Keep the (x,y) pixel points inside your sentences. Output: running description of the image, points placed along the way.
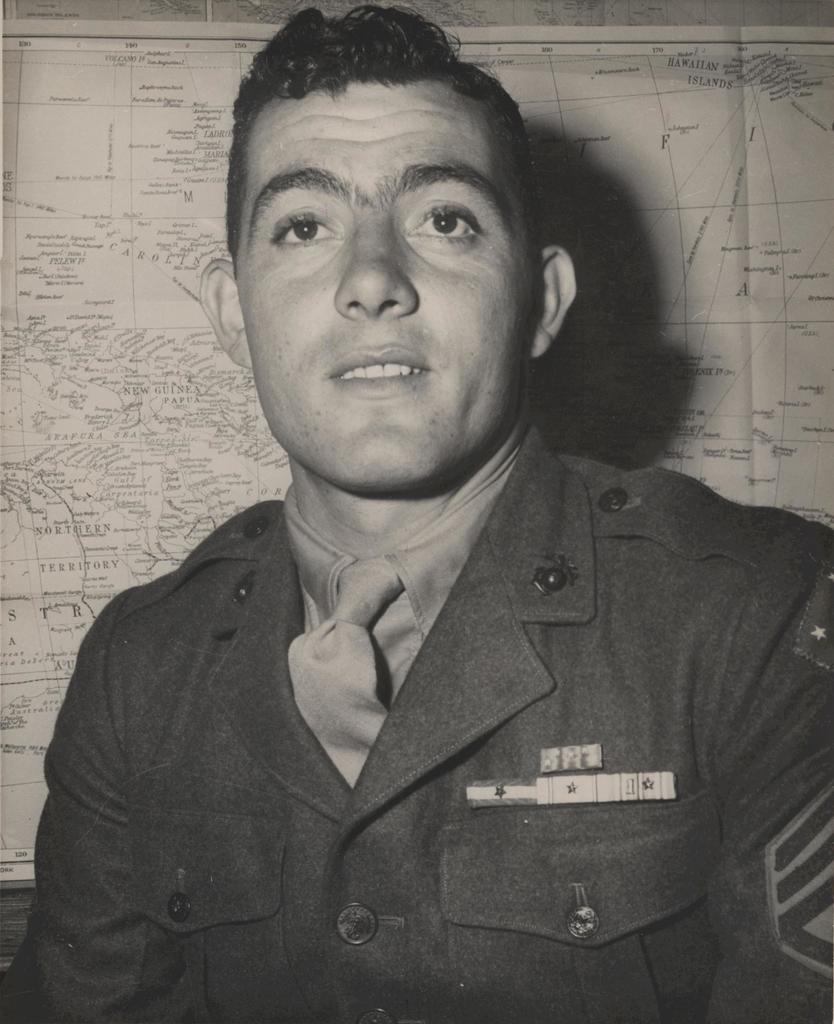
In this edited image, we can see a person (438,485) wearing clothes (355,742). In the background (724,335), there is a map (670,123).
